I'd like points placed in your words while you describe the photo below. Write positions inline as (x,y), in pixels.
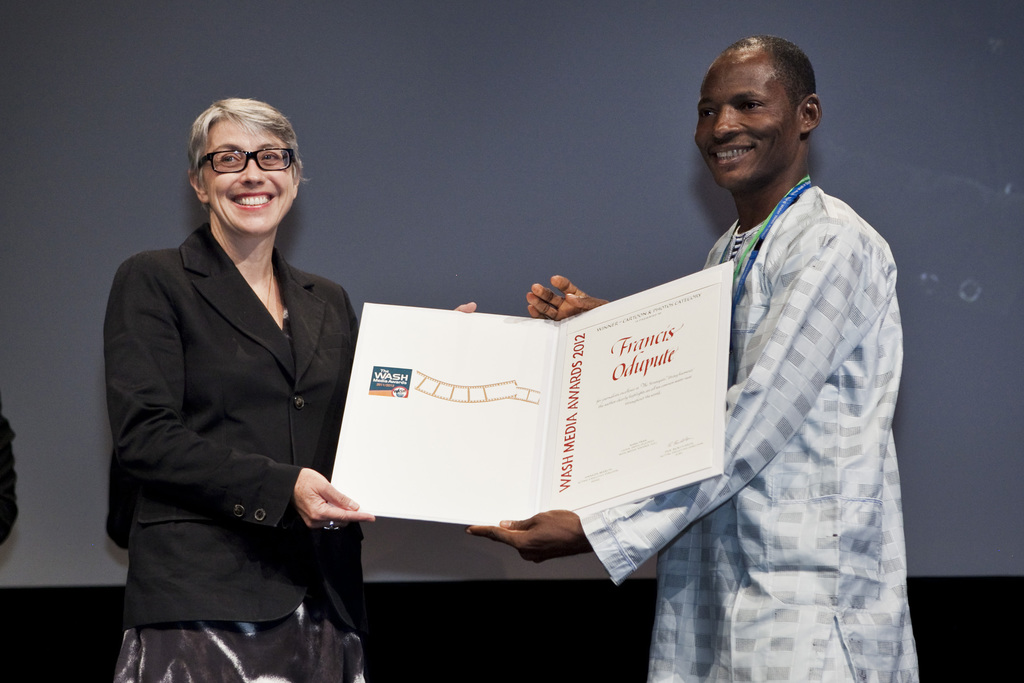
In this image we can see there are two persons (803,501) standing and holding a card (678,347) with a smile. In the background (593,115) there is a wall (102,102).
